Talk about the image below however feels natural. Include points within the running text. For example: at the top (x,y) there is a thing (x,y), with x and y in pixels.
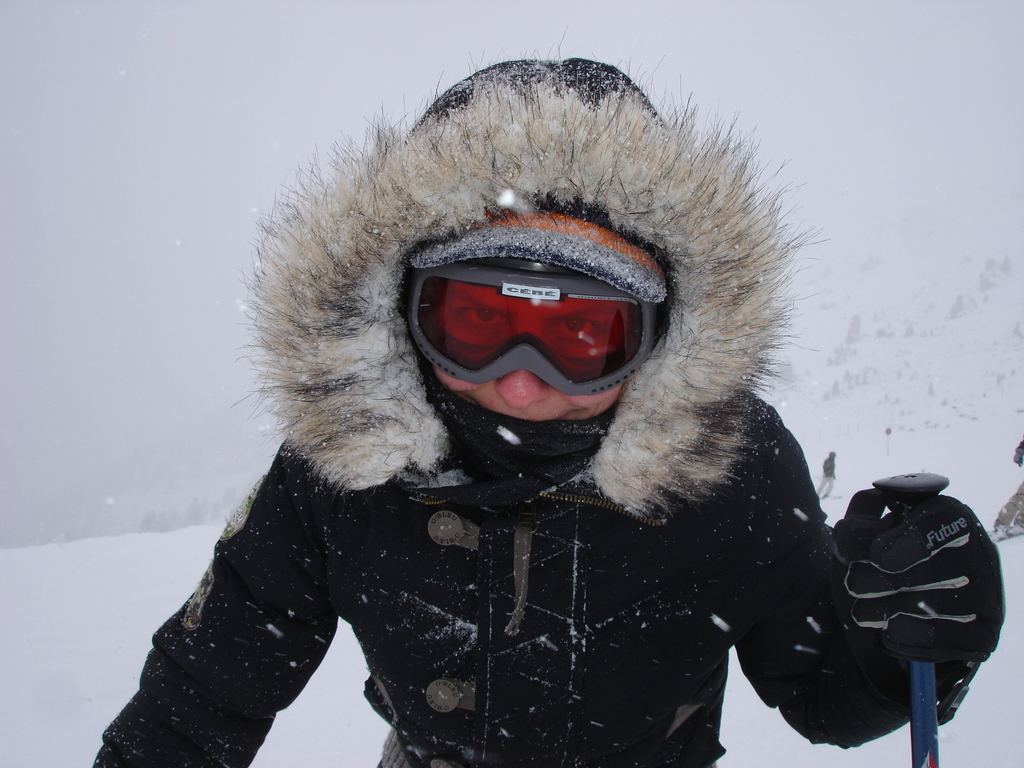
The man (384,614) in the black jacket (543,586) who is wearing goggles (520,361) is holding a stick (906,503). I think he is skiing. Behind him, we see the man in black jacket (826,461) is skiing. At the bottom of the picture (90,599), we see ice (136,555). In the background (846,268), it is white in color and it is covered with fog (802,342).
